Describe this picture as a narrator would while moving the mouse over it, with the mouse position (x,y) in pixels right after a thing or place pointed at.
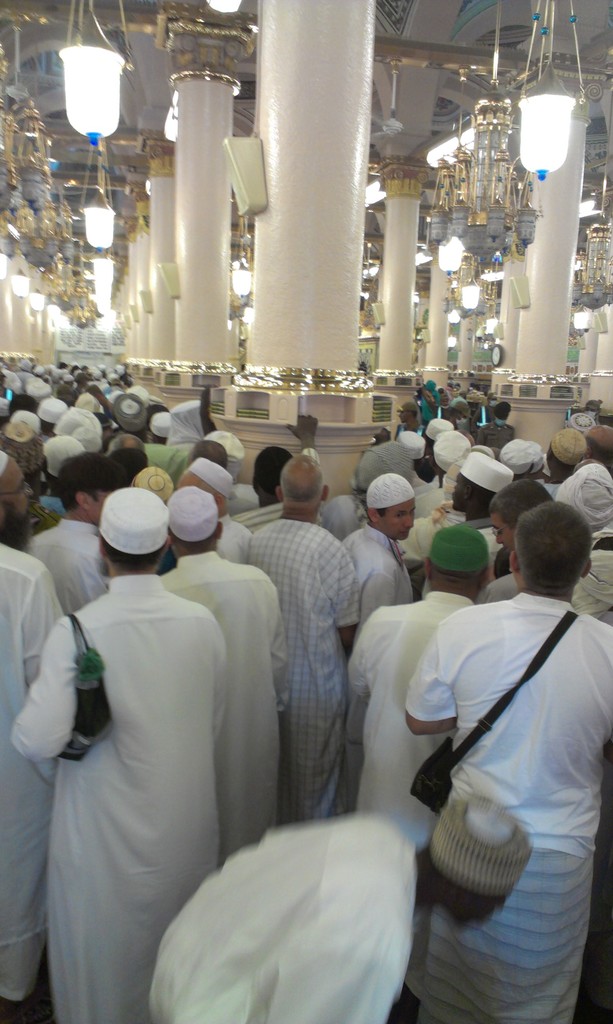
In this image we can see many people (240,625) are standing in a hall (280,223). There are many lamps (468,183) are hanged to a roof (429,112).
